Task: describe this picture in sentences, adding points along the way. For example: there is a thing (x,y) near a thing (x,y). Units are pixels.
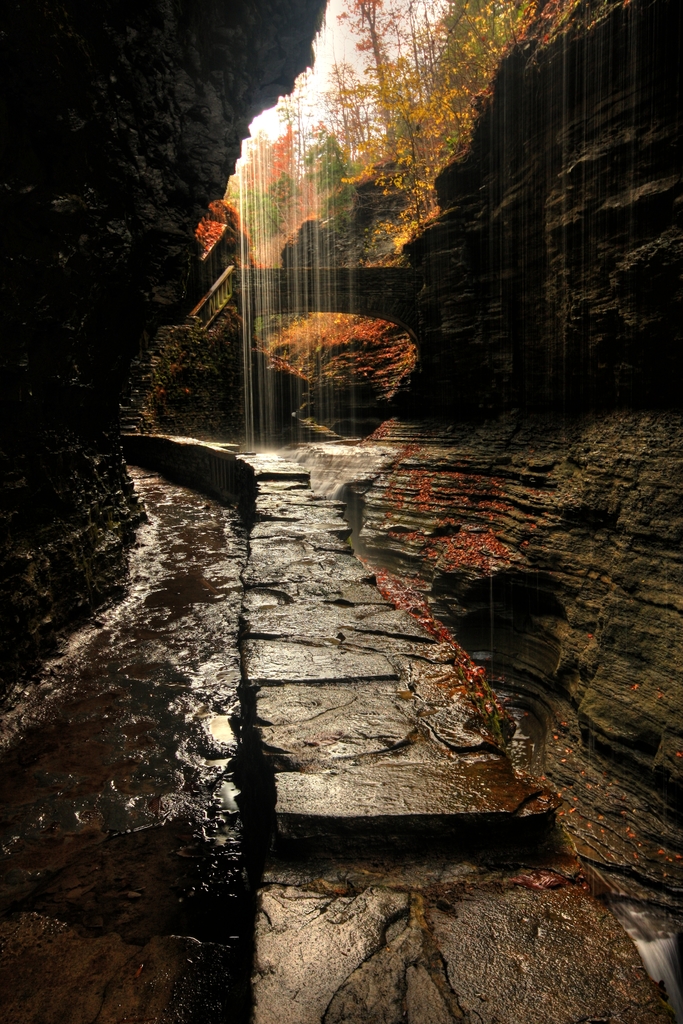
In this image there is a waterfall (308,328) on the rocks (366,554). In the background of the image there are trees (333,188) and sky (353,31).
